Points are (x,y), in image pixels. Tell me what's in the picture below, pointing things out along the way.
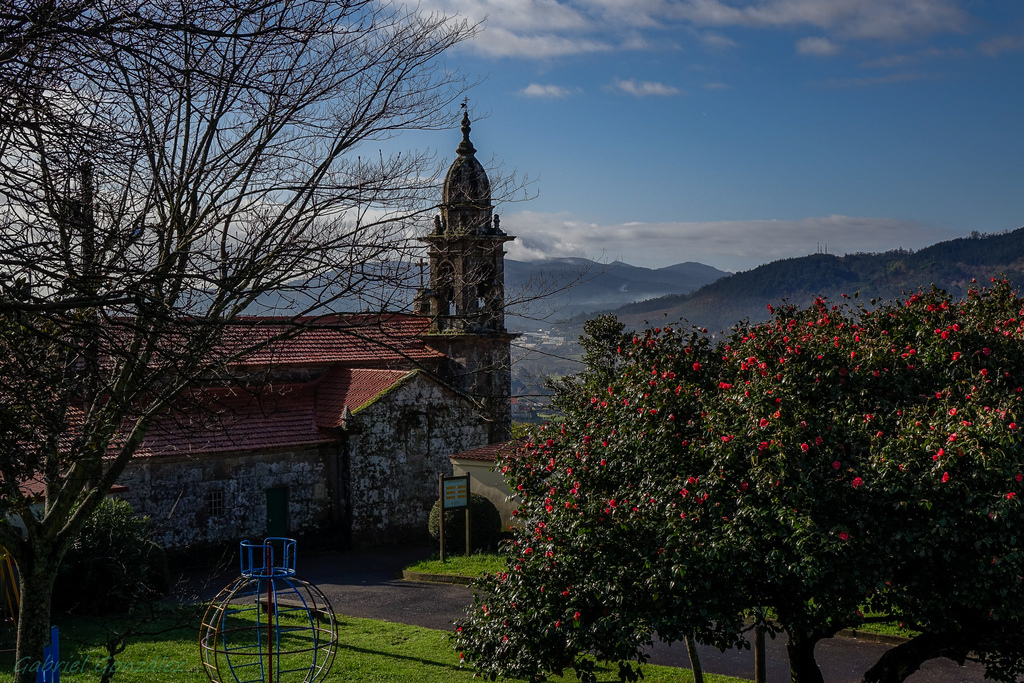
In this image we can see trees (721,341), grass (423,647), boards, house (412,439), hills (939,273) and the blue color sky (756,221) with clouds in the background (647,136).
